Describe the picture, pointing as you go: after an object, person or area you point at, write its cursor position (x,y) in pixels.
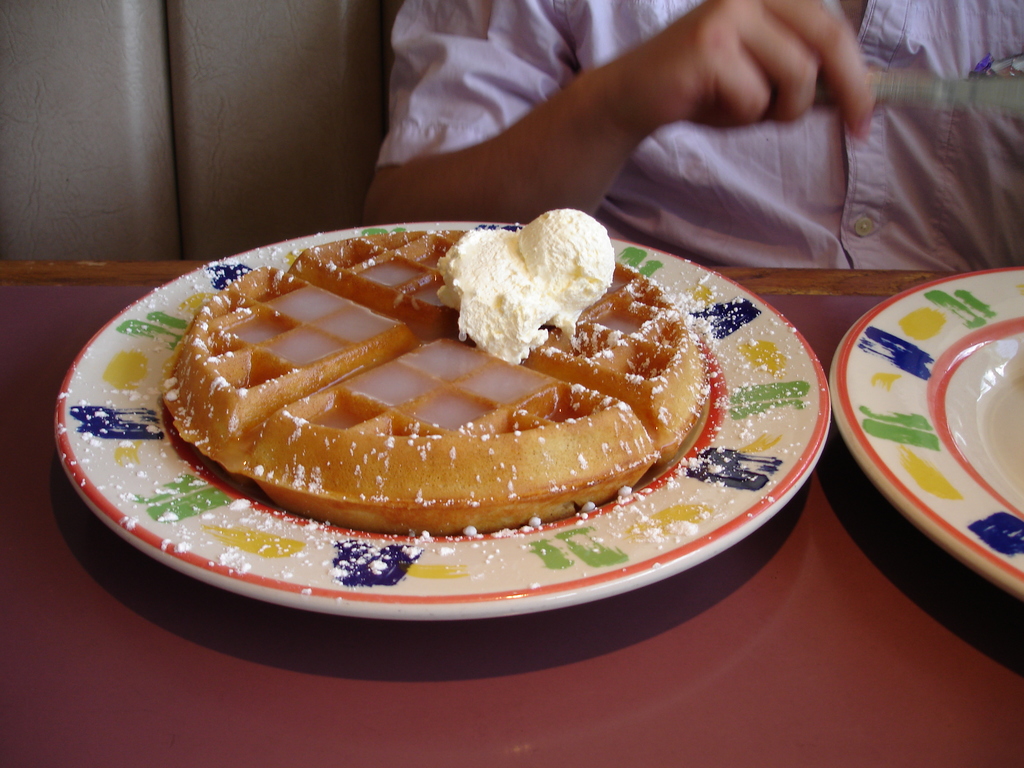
In this picture we can see two plates (1004,377) on the platform (886,607), food items (499,457) on a plate (106,453), person (689,59) and some objects (1014,88).
